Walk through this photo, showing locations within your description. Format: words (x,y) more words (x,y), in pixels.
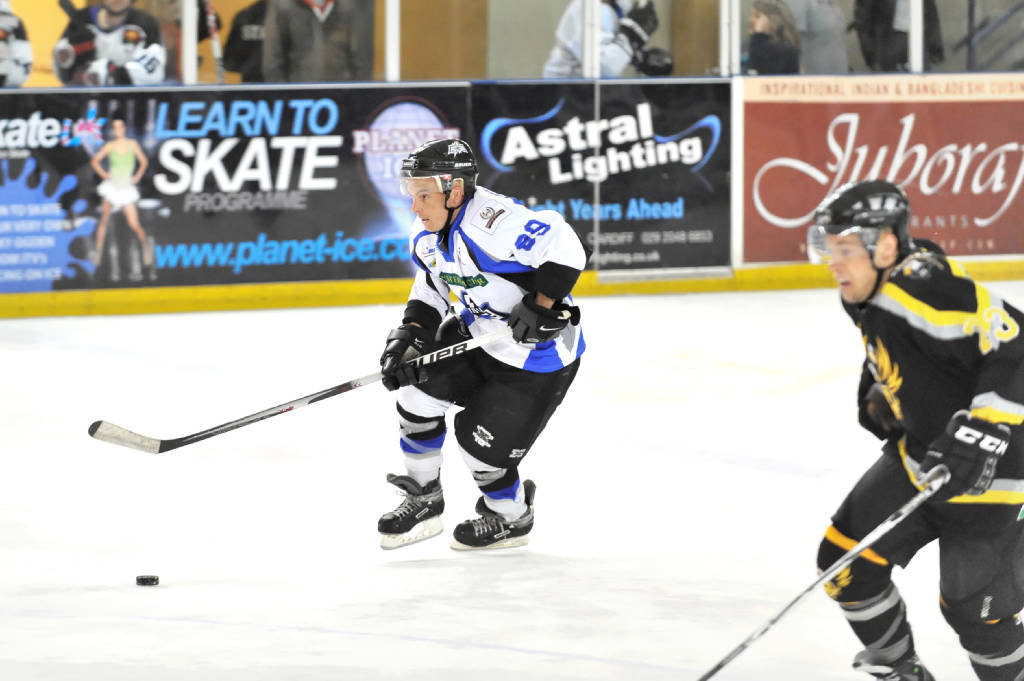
In this picture we can see two persons (471,539) wore helmets (474,173), gloves (990,444), shoes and holding bats (110,429) with their hands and standing on snow (266,528) and in the background (902,104) we can see banners (626,137) and some persons (571,34).
